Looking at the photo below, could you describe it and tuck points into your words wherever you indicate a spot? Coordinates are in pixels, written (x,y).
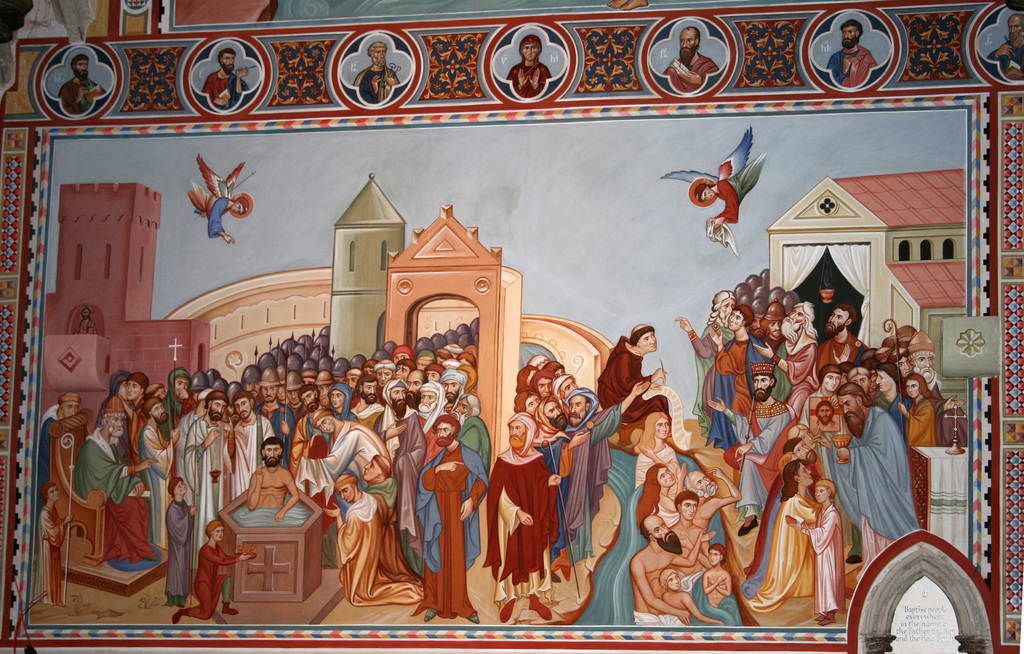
In this picture there are group of people (450,339) standing and there is a person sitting in the water (297,518). At the back (373,211) there are buildings (132,309). At the top (324,152) there is sky (632,172) and there are two persons (200,191) flying in the sky (335,146). On the left side of the image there is a person (118,488) sitting on the chair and on the right side of the image (937,461) there is an object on the table (940,494). At the bottom right (919,625) there is a text (898,624).
